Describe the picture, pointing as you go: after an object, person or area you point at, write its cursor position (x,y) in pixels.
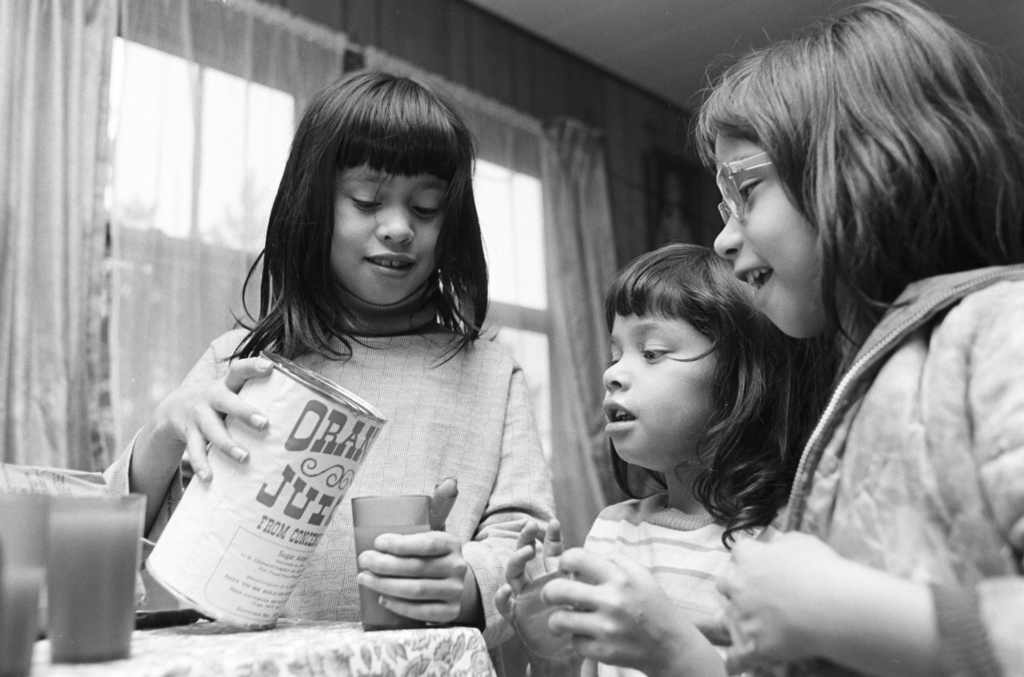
This is a black and white image. In this image I can see three girls (434,443) are standing. In the bottom left hand corner (260,654) there is a table (275,642) which is covered with a cloth (375,665). On the table (213,642) there are few glasses (74,591). The girl (432,420) who is on the left side (335,172) is holding a glass (373,530) and a bottle (276,483) in the hands (368,563) and looking at the glass (368,532). The remaining two girls (735,458) are looking at the bottle (291,468). In the background (260,216) there is a curtain (125,259) to the window (250,173). At the top of the image (620,23) I can see the ceiling (672,37).
